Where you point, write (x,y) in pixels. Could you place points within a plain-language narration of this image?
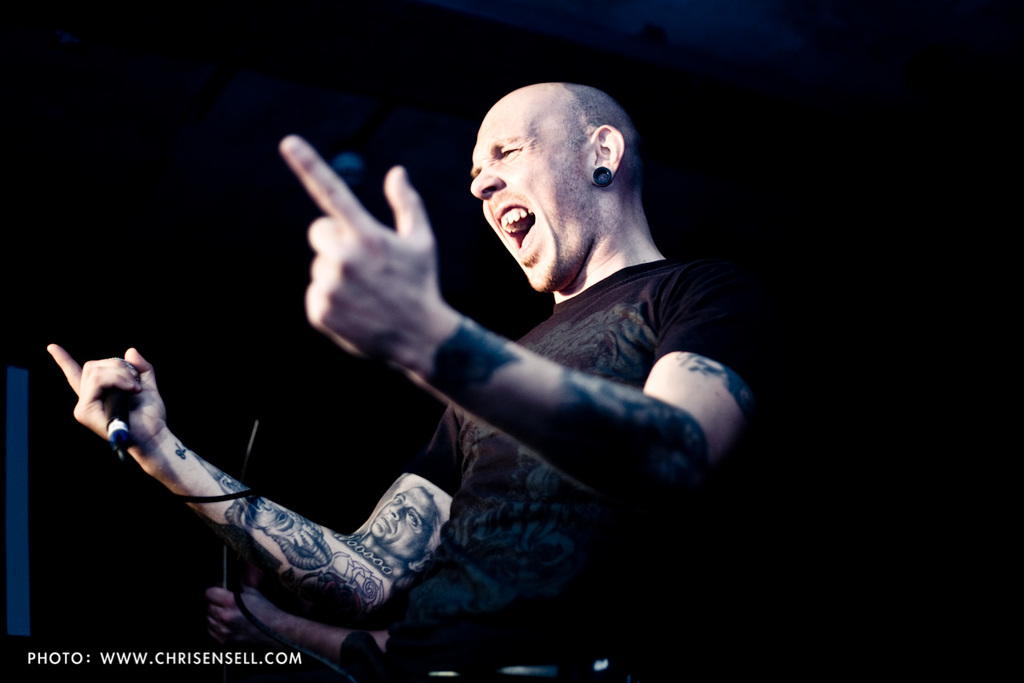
In this image in the center (554,243) there is one person (592,397) who is holding a mike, beside him there is another person (244,602) who is holding a musical instrument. And the background (290,450) is black in color, at the bottom of the image (148,658) there is text (262,662).
